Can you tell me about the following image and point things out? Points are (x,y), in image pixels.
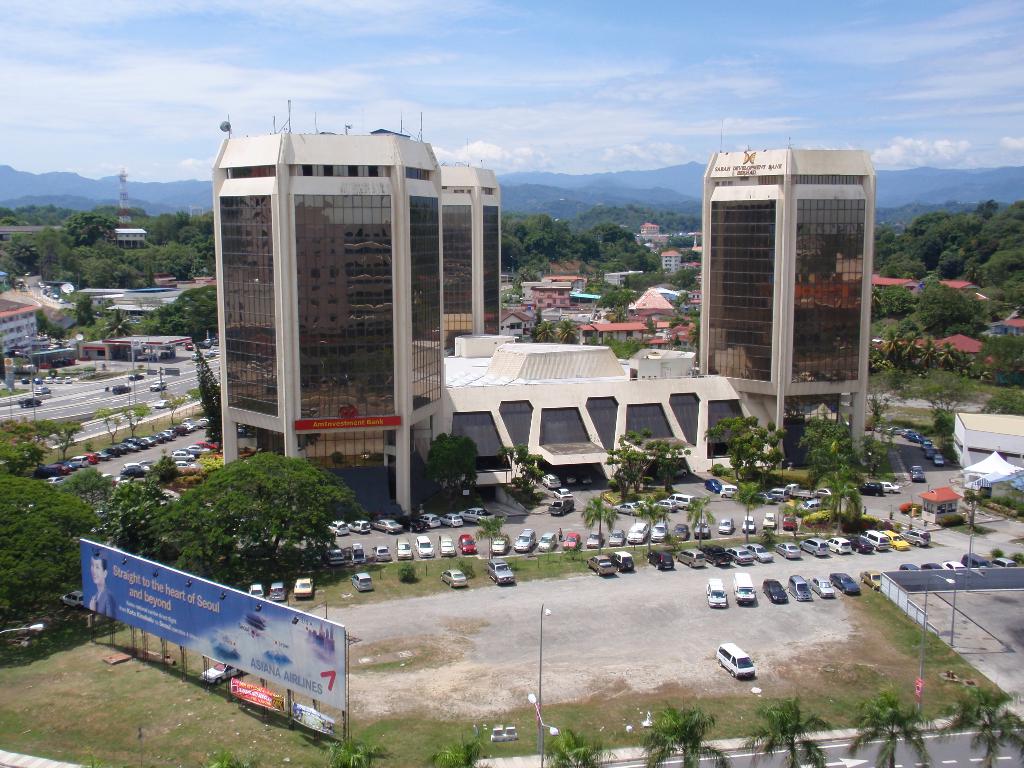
In this image we can see buildings (516,327), trees (38,501), cars (217,673). There is an advertisement board (223,611) with some text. In the background of the image (975,167) there are mountains (697,197), sky (497,147) and clouds (581,149).
